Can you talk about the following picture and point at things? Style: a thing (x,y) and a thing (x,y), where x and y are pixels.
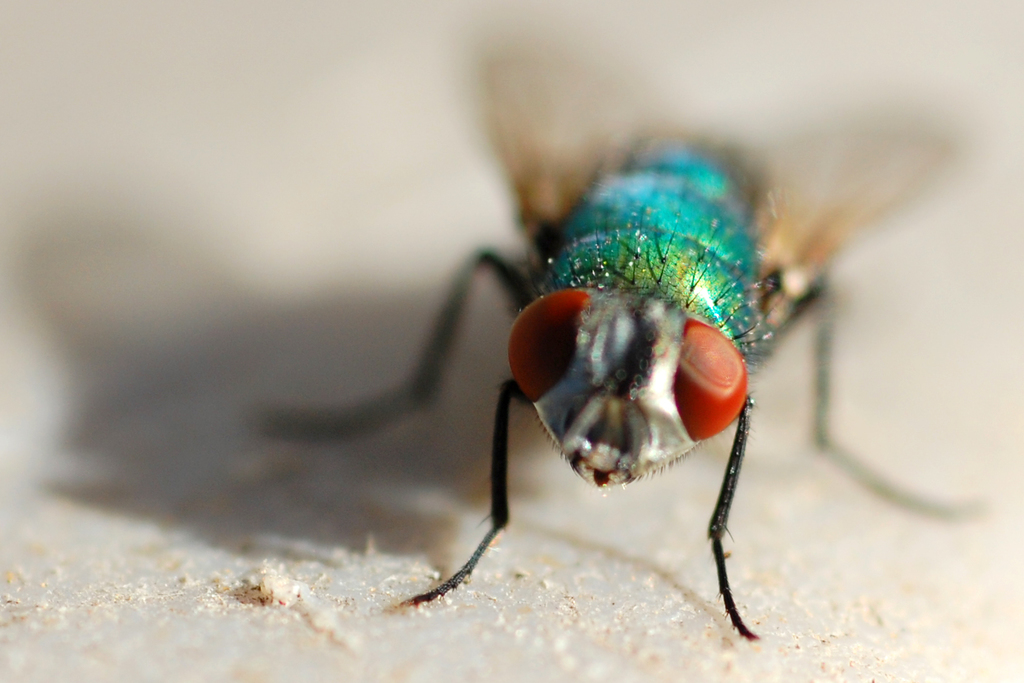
In this picture we can see an insect (601,356).
